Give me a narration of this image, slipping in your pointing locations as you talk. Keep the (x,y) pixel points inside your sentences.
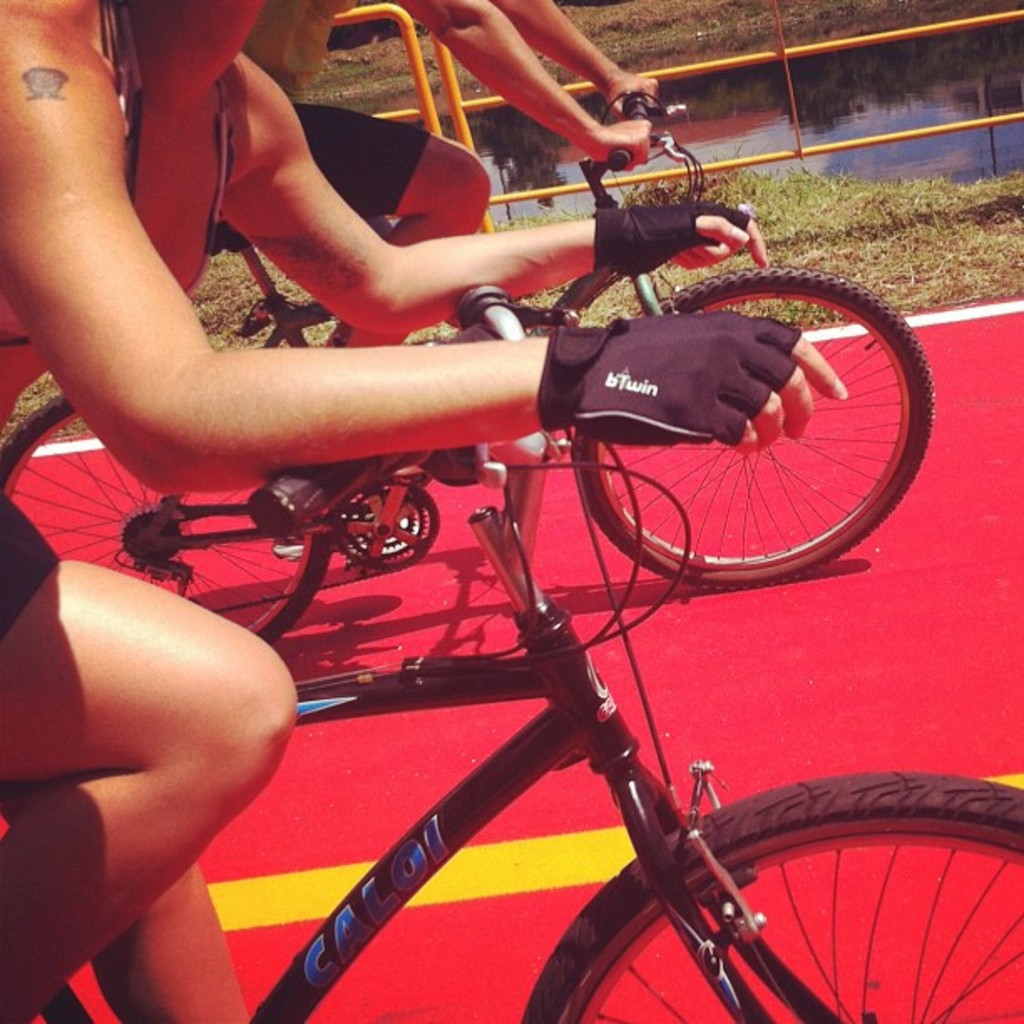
In this image we can see a man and a woman (409,407) riding bicycles (311,537) on the ground (605,649). We can also see a fence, grass (856,215) and the water (811,168).
